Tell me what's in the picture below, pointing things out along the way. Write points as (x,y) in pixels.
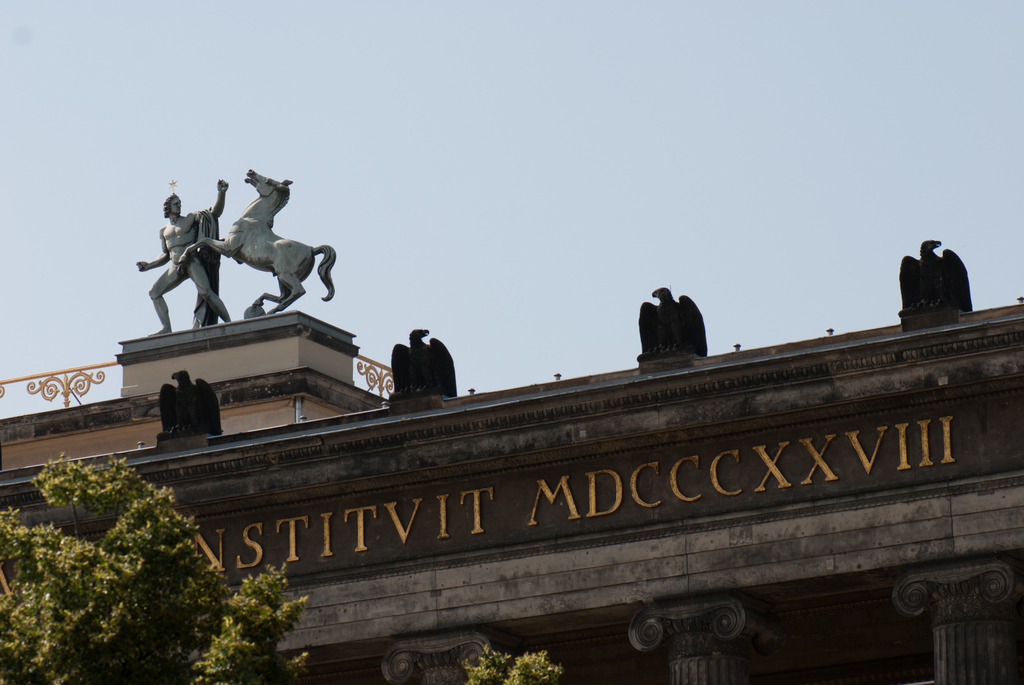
In this image we can see the statue (176,425) on a building (246,431). We can also see a sign board (486,496), trees (172,518), pillars (696,626) and the sky (554,252) which looks clear.
